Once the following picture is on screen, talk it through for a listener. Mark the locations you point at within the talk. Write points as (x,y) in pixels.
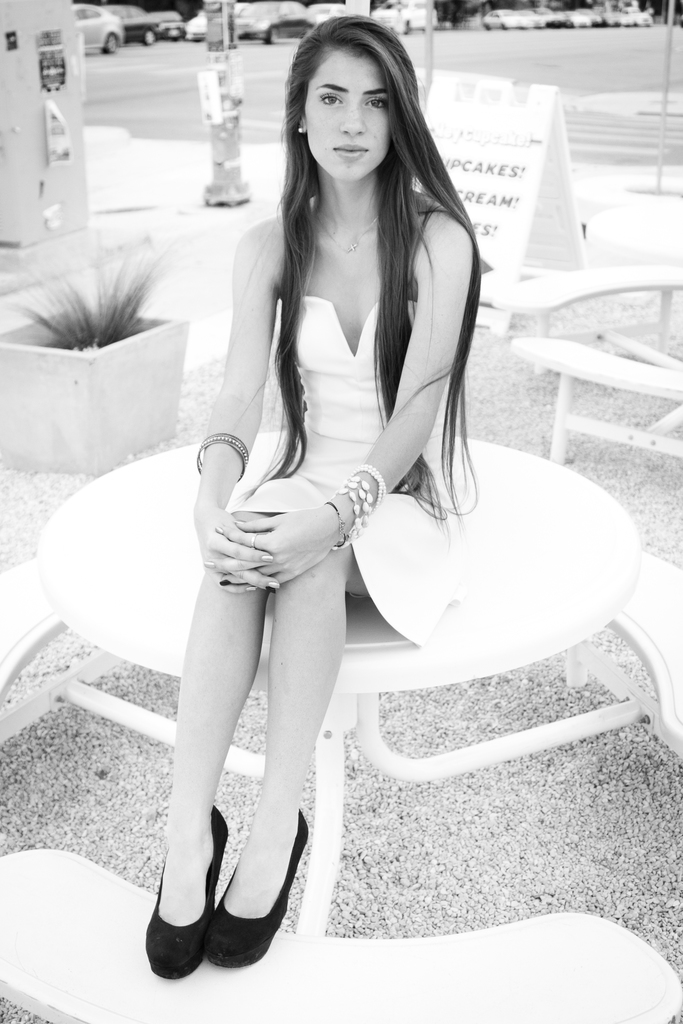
In this picture there is a woman (364,586) who is wearing white dress (336,434) and black shoe (292,879). She is sitting on the table (564,629). At the bottom (446,989) there is a bench (514,1023). Behind her we can see the benches (665,302), board (481,145), plants (72,329), pots (32,331), poles (207,86) and table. At the top (590,24) we can see many cars (645,24) on the road (597,32).
